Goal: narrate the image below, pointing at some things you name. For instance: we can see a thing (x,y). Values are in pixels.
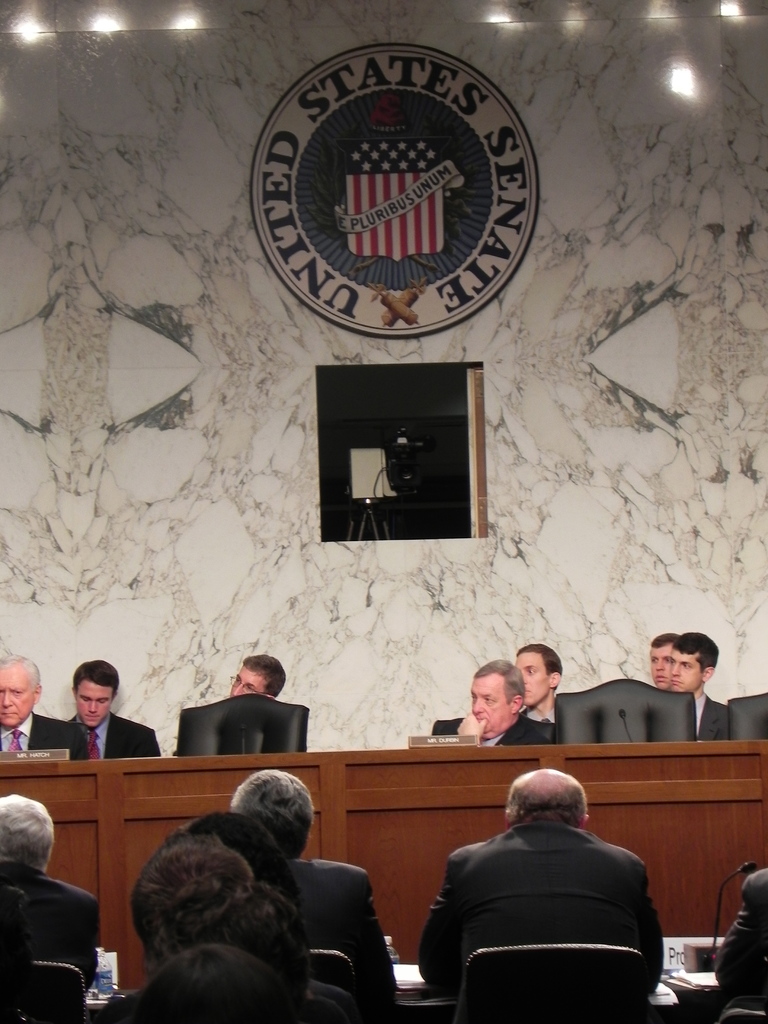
In this image I can see group of people (543,921) sitting. Background (51,593) I can see few people (93,723) wearing black color blazers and the wall (395,582) is in cream color.
